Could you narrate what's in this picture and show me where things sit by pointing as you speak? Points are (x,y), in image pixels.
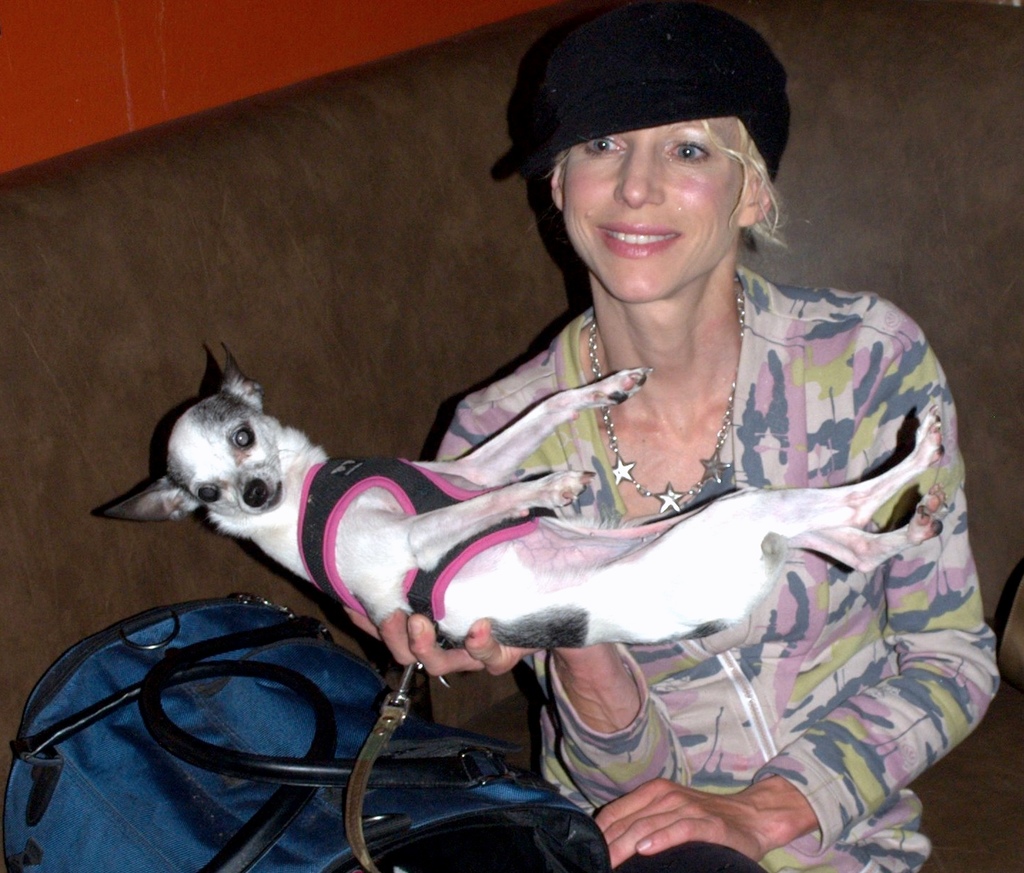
In this image i can see a woman (607,328) is holding a dog (600,577) in her hand (592,672). I can also see there is a bag (247,727). The woman (655,150) is wearing a hat (678,102) and smiling.
